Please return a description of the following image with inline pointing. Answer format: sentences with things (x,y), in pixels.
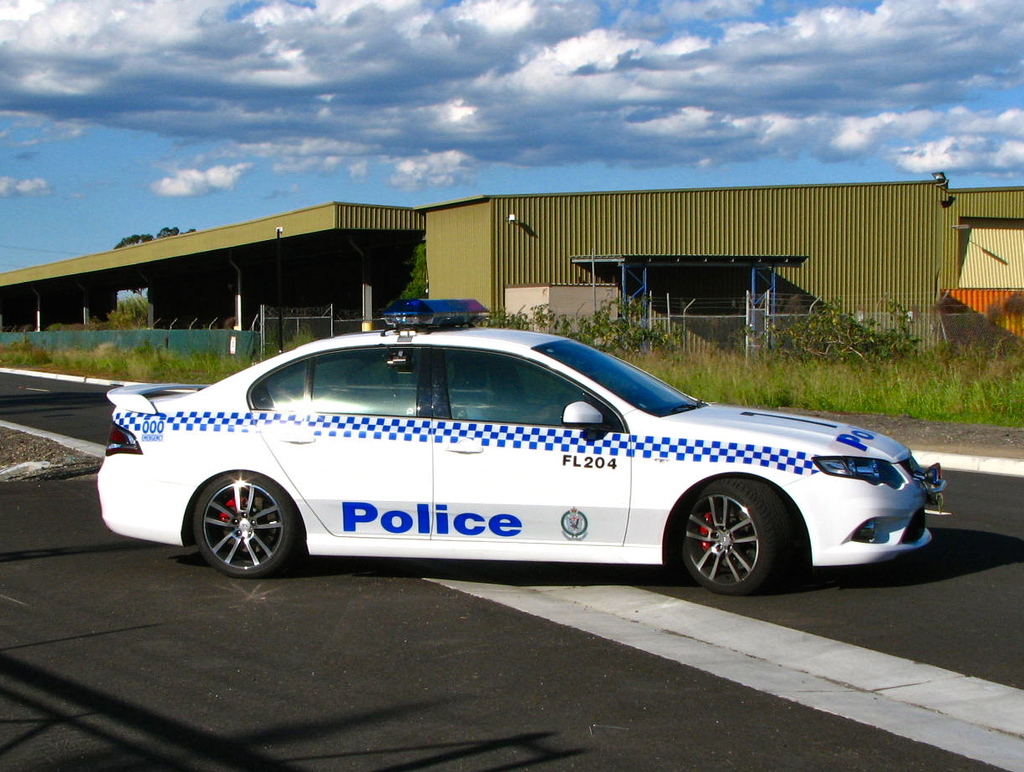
In this image we can see a police car (505,523) placed on the road (226,668). In the background (989,391) we can see group of plants (659,340), building (580,275) and the sky (680,42).
